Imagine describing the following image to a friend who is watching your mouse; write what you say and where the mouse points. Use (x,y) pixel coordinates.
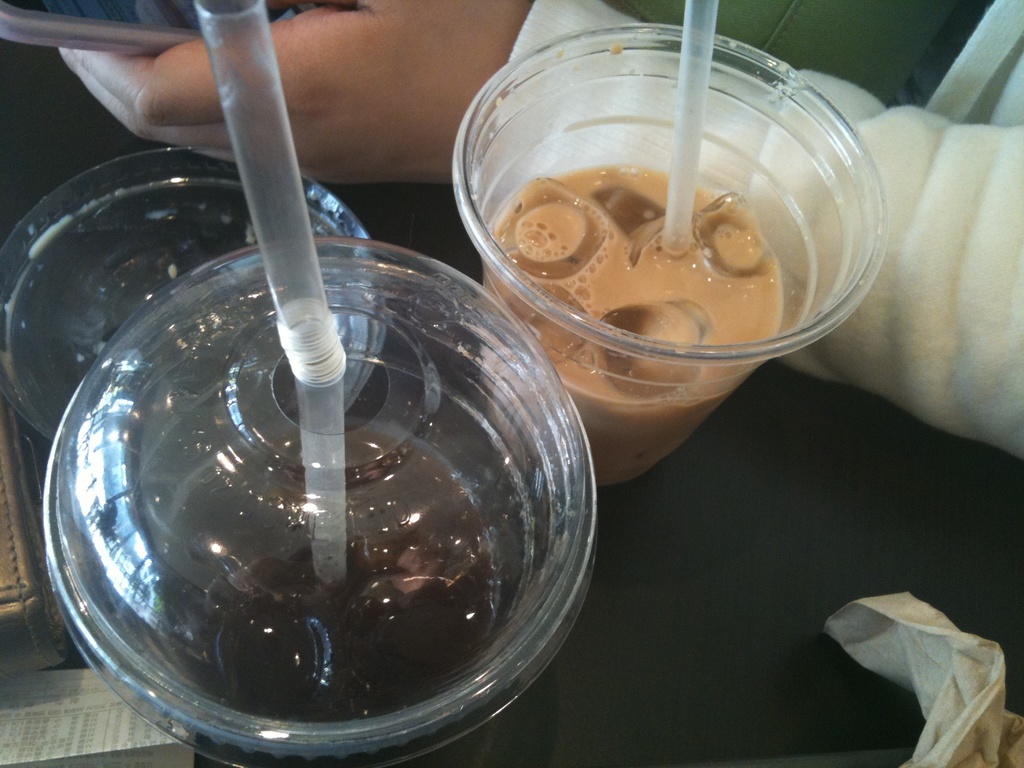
In this image on a table (685,504) there are cups (690,346) of drinks (567,270) there are straws (308,317) in the cups (659,132). We can see a hand (334,40) in the background (305,62) holding a phone (100,27). Here is a tissue (870,619).
